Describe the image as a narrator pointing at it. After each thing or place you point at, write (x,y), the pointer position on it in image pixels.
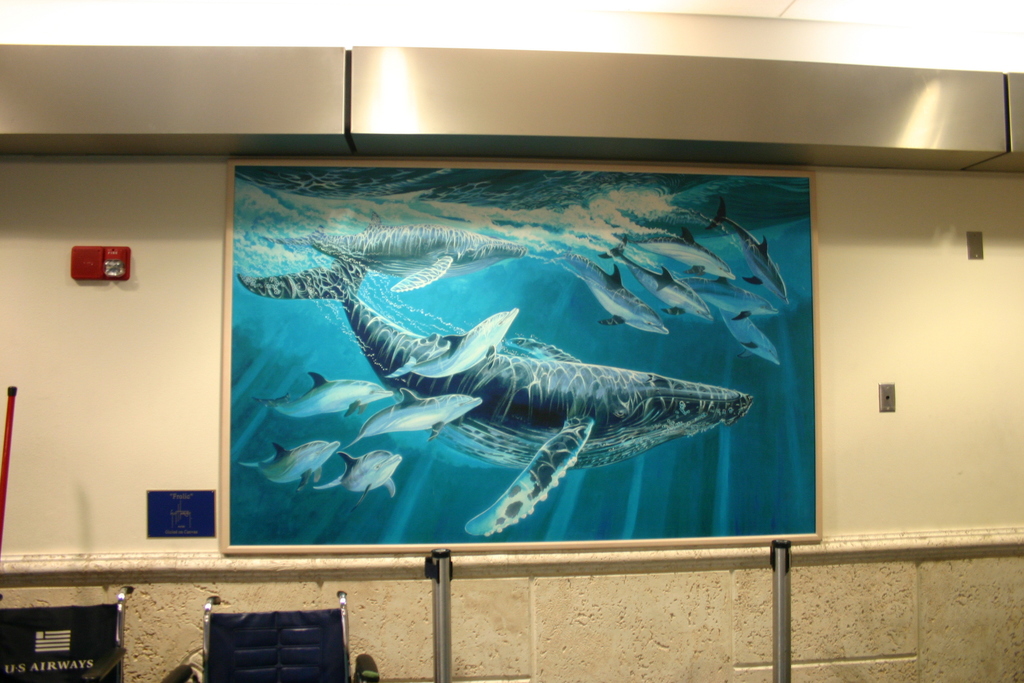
In this picture we can see stands (443,582), chairs (305,642) and red stick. We can see frame (245,469), board (203,494) and red box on the wall (992,457).
